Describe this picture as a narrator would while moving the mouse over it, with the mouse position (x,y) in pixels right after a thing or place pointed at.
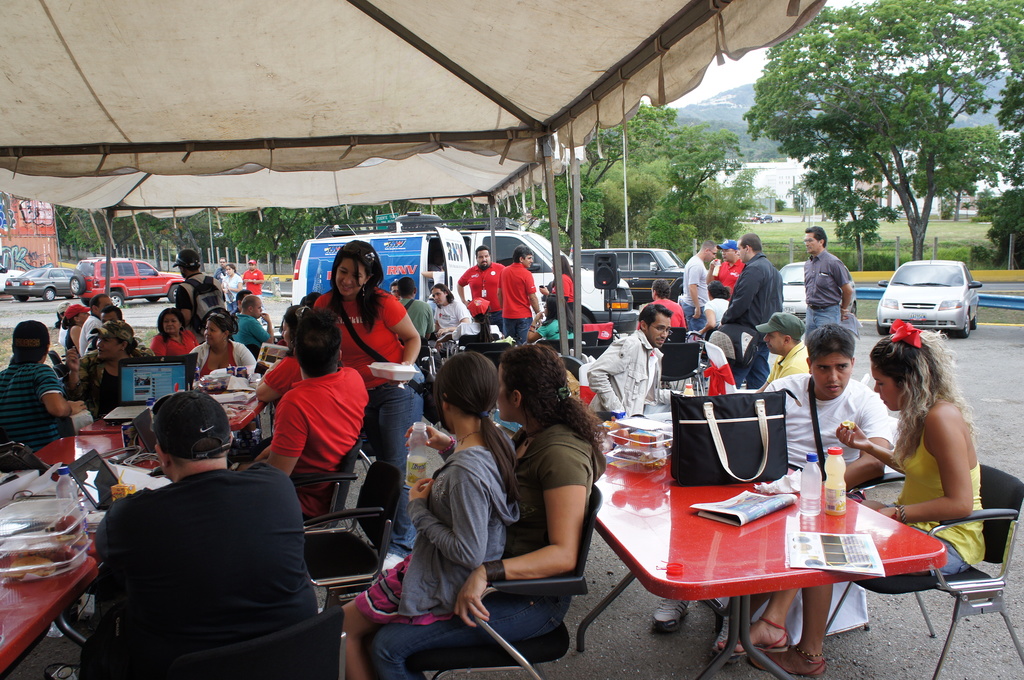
In this picture we can see a group of people (937,450) some are sitting on chair (332,529) and some are standing on road (869,350) and in front of them there is table (712,489) and on table (764,530) we can see news paper (862,567), bottles (844,483), bag (707,442), boxes (627,459), laptop (106,473) and in background (174,232) we can see trees (851,206), grass (770,232), fence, cars (94,263) on road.
